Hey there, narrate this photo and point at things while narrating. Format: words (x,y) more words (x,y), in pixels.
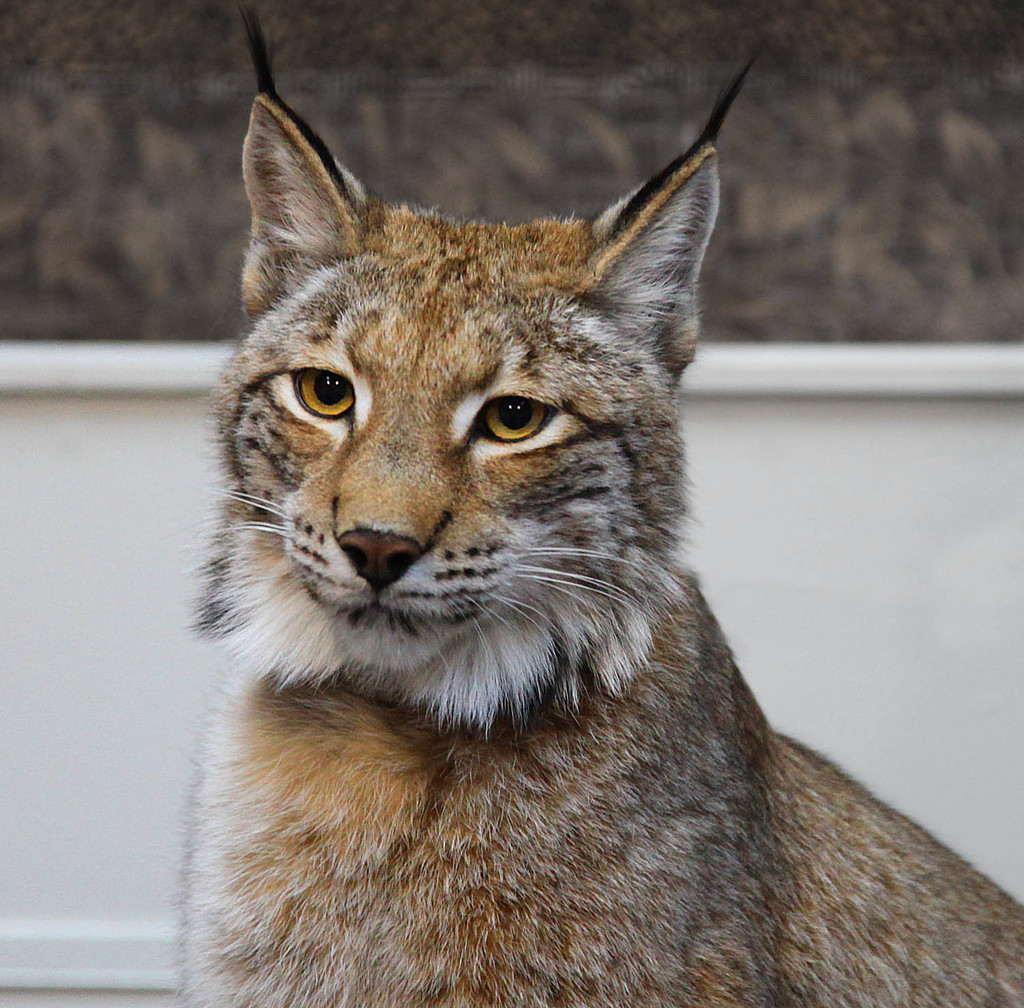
In the picture we can see a wild cat (353,993) with fur (692,911) to it and in the background (797,575), we can see a wall (808,595) which is white in color.
